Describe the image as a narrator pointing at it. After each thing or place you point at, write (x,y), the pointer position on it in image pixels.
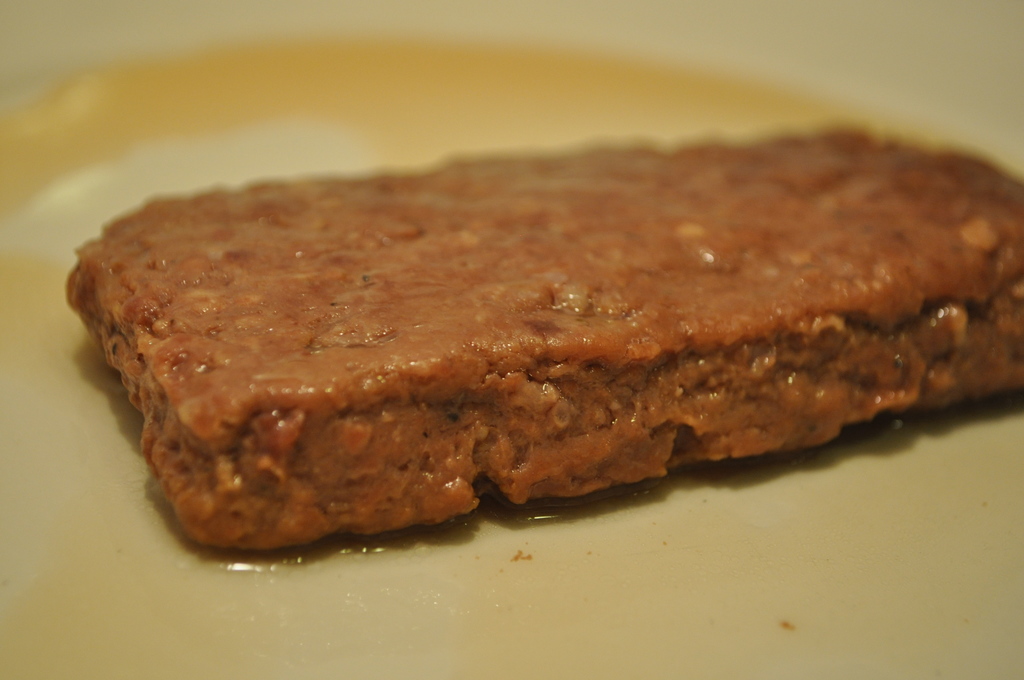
In this image, we can see some food (566,271) on the plate (429,557).
